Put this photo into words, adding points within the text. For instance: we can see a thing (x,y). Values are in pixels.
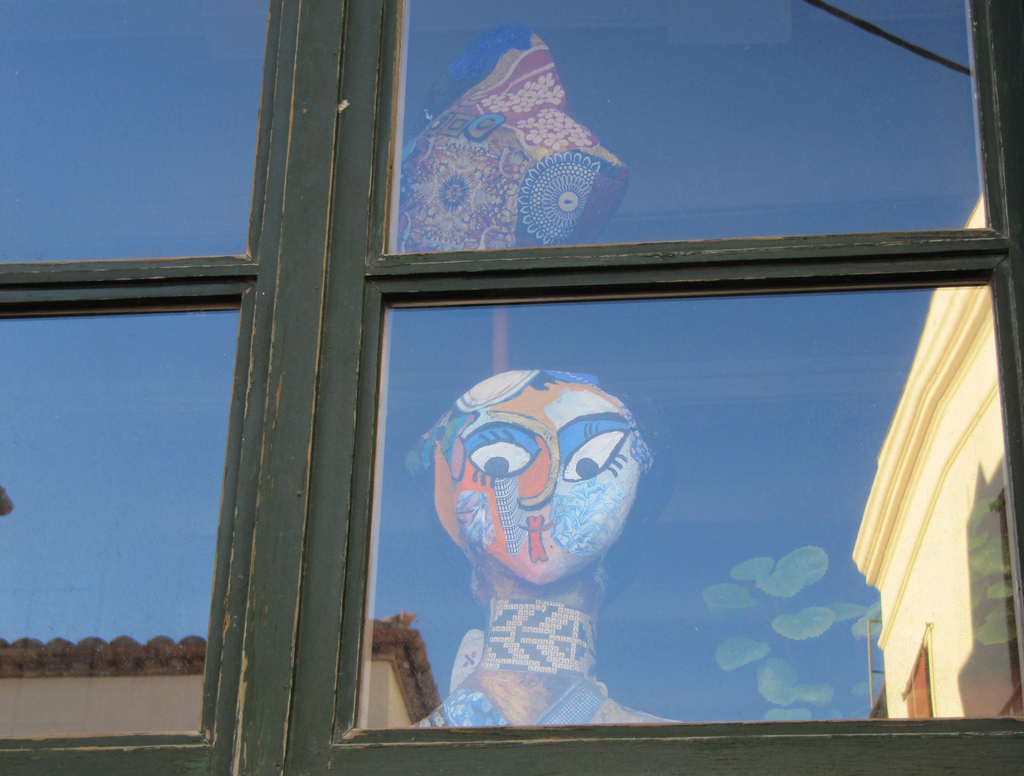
In this image, we can see a glass window (517,500). In the glass window (132,619), we can see a building (414,643) and a toy (603,543). On the right side of the glass window (967,442), we can also see another building (968,647) and a plant (803,560).
